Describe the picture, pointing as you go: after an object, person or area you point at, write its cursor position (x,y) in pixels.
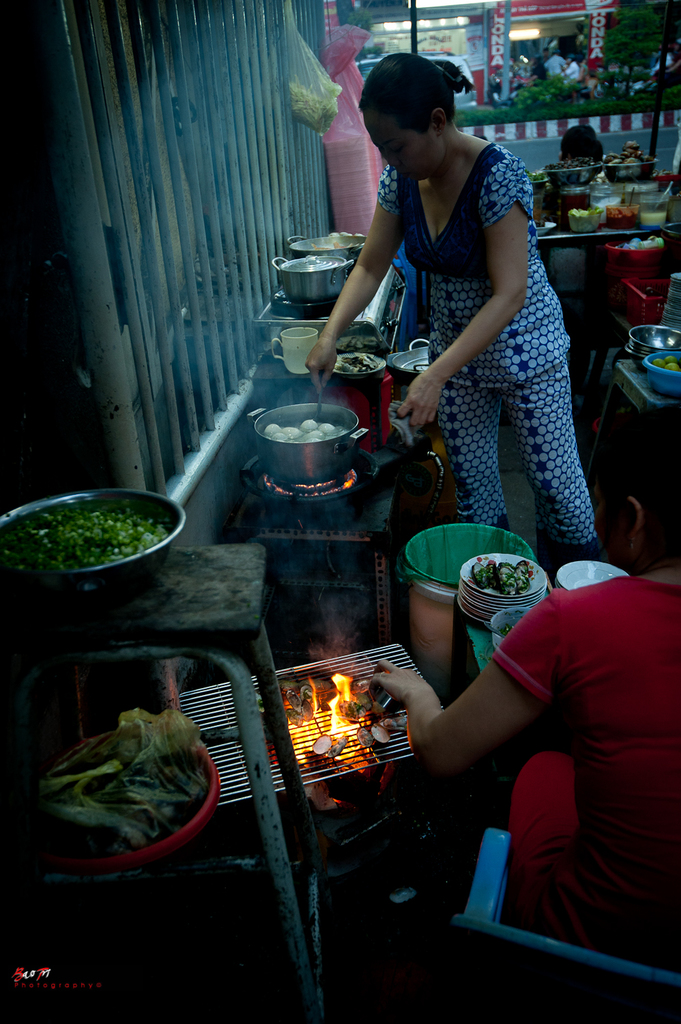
In the image we can see two women (609,520) wearing clothes (638,687) and this is a grill sheet (300,749), bucket (421,590), plate (481,598), food (507,566) on the plate (468,575), container (279,461), plastic cover (117,798), stool (200,572), chair (492,930), fence (176,198), plant (631,52) and a table (645,229). We can even see there is a vehicle (468,67), this is a cup (297,347).
